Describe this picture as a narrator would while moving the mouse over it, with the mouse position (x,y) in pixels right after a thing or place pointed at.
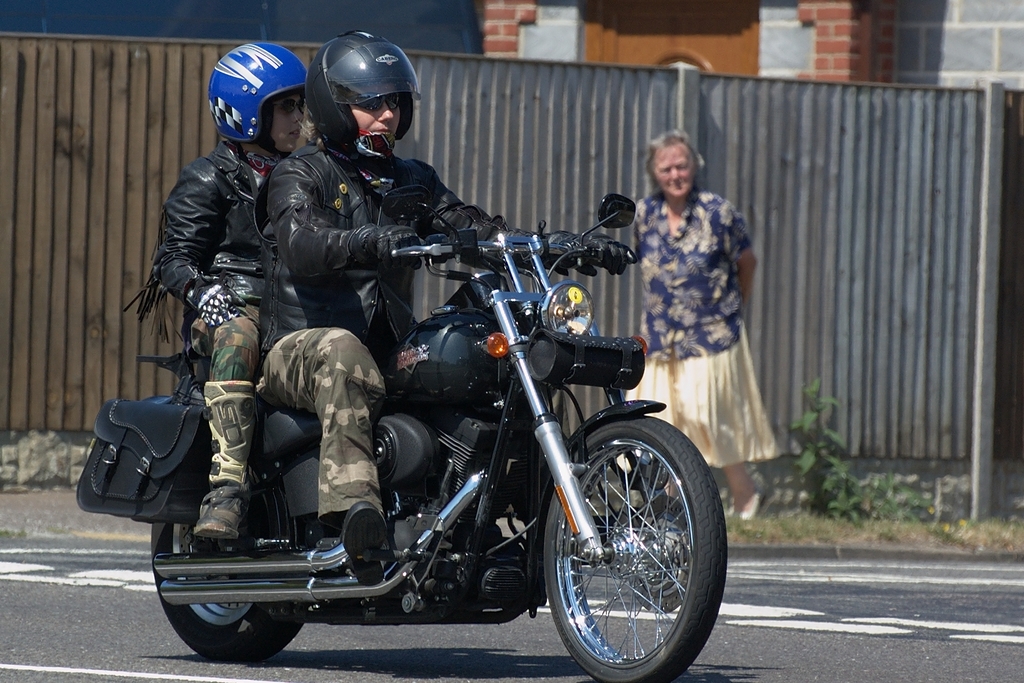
In this image, There is road (760,629), In the middle (395,369) there is a bike (510,398) of black color on that bike (428,467) there are two persons (294,238) sitting in the background (924,371) there is a wall (899,246) and a woman (676,309) standing.
